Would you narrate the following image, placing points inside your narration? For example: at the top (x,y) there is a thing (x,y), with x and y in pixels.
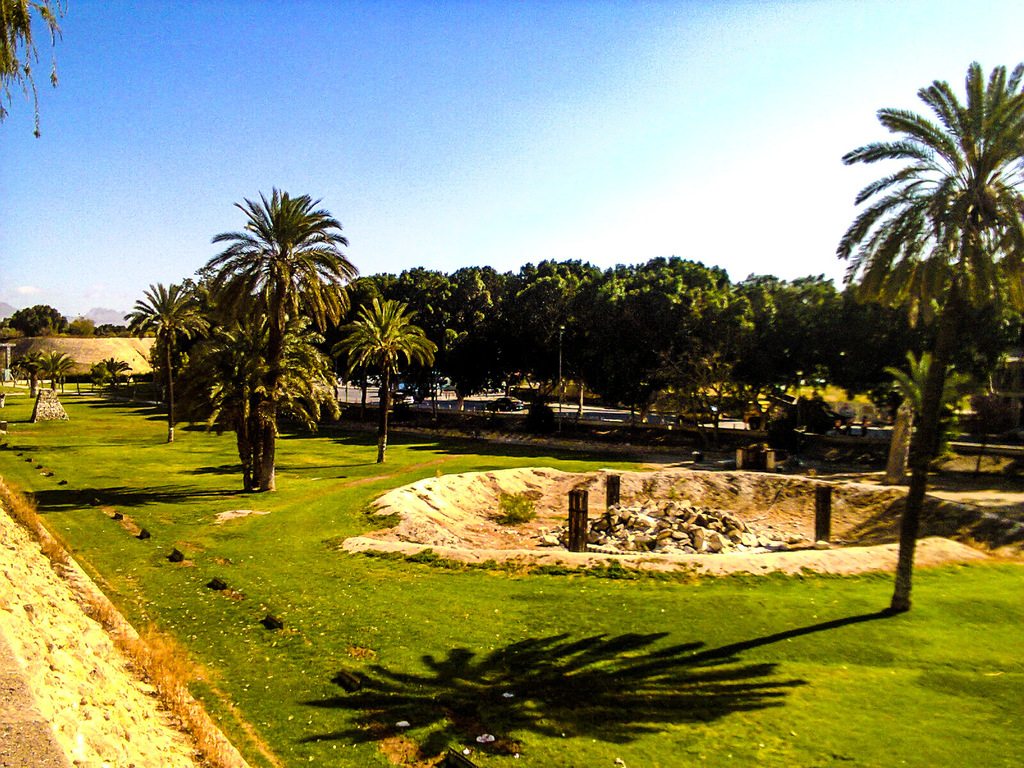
In the picture we can see the grass surface (37,476) with trees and in the background (33,165) also we can see the trees (364,370) and the sky (157,167).
